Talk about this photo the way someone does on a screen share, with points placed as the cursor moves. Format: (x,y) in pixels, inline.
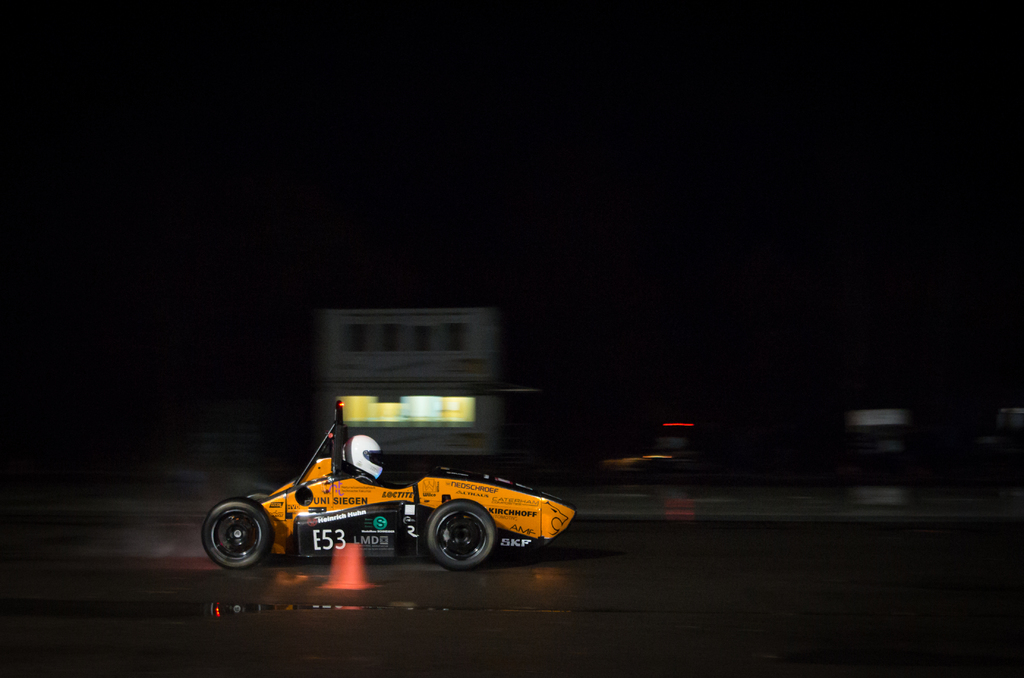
This picture is dark, in this picture there is a person (354,438) sitting in a vehicle (351,504) and wore helmet (357,458) and we can see traffic cone (349,576) on the road (407,580). In the background of the image (254,356) it is blurry.
